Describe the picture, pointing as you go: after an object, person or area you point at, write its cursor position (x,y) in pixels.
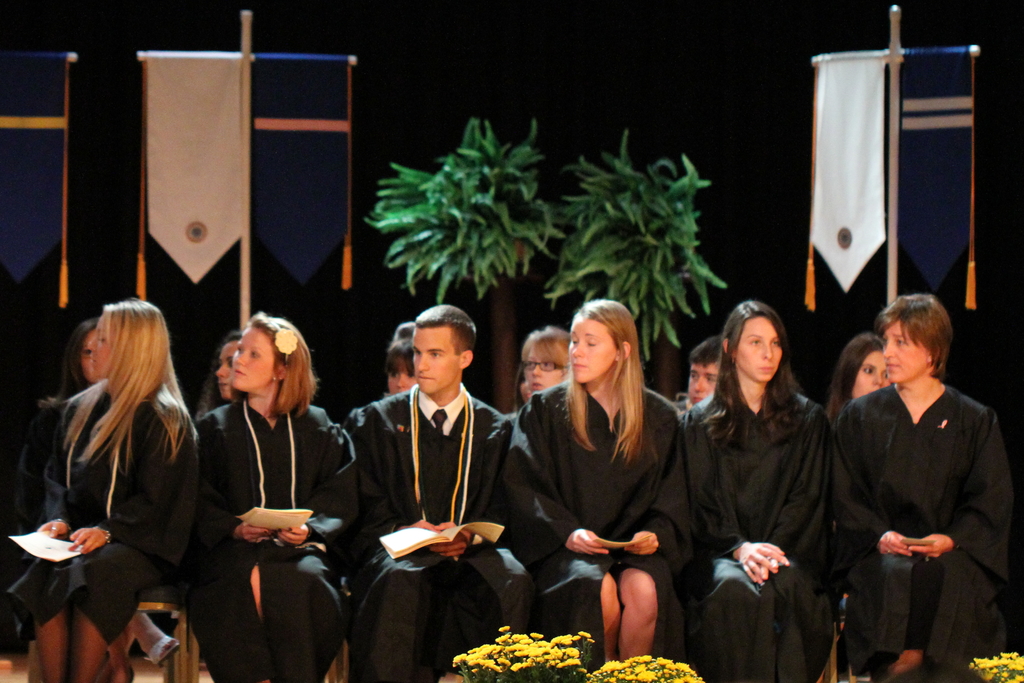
Here we can see group of people (673,489) sitting on the chairs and they are holding books (310,508) with their hands (448,549). There are flowers (482,656). Here we can see banners (931,73), poles (251,38), and plants (672,282). There is a dark background (678,62).
